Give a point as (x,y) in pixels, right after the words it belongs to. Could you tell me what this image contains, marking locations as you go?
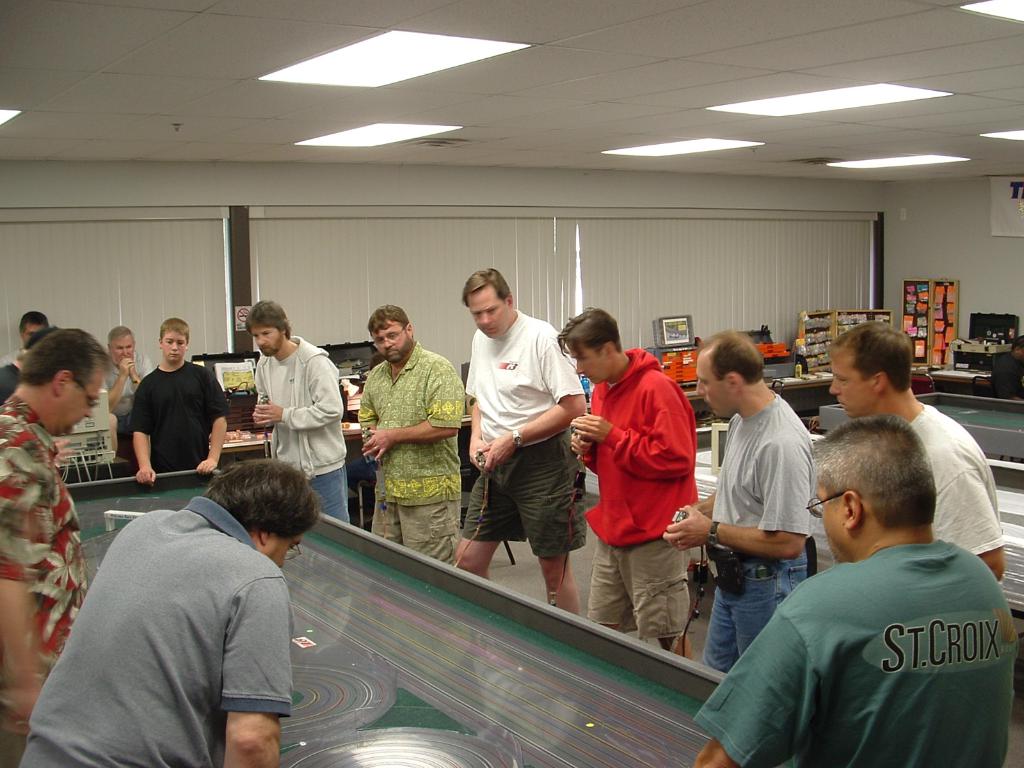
There are group of men (783,605) in a room (772,281). All of them are staring and standing besides a table (399,632). The room (358,167) consists of lights (341,134), curtains (524,309), desk (947,371).
